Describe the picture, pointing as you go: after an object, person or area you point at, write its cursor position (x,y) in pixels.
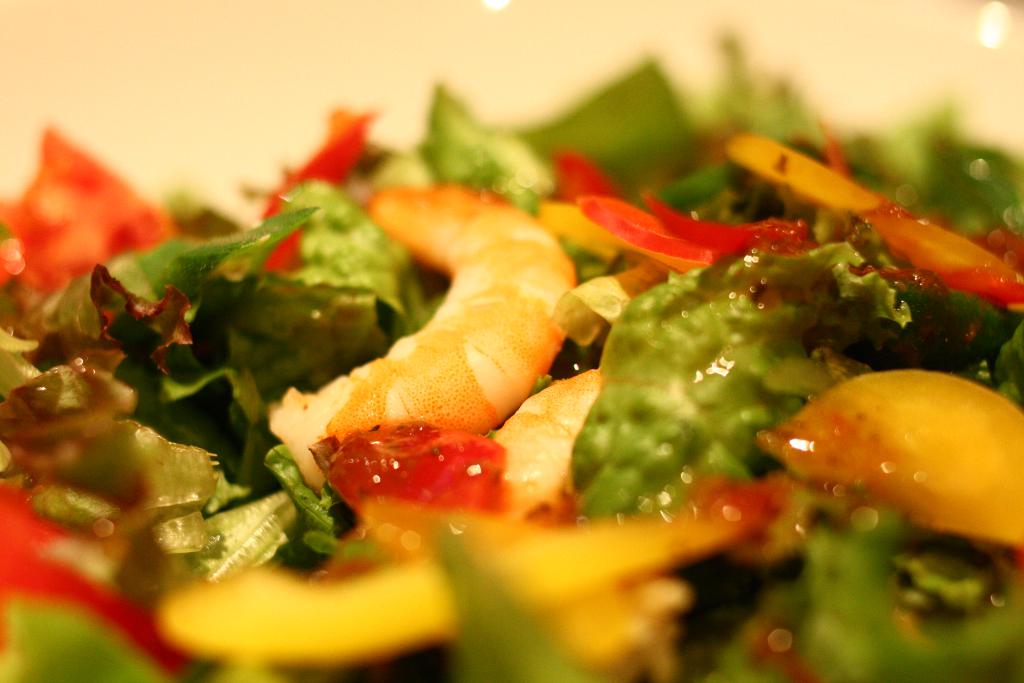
This picture consists of food items (656,258) in the center of the image (629,247), which contains green leafy vegetables (145,286) and other items (594,198).
